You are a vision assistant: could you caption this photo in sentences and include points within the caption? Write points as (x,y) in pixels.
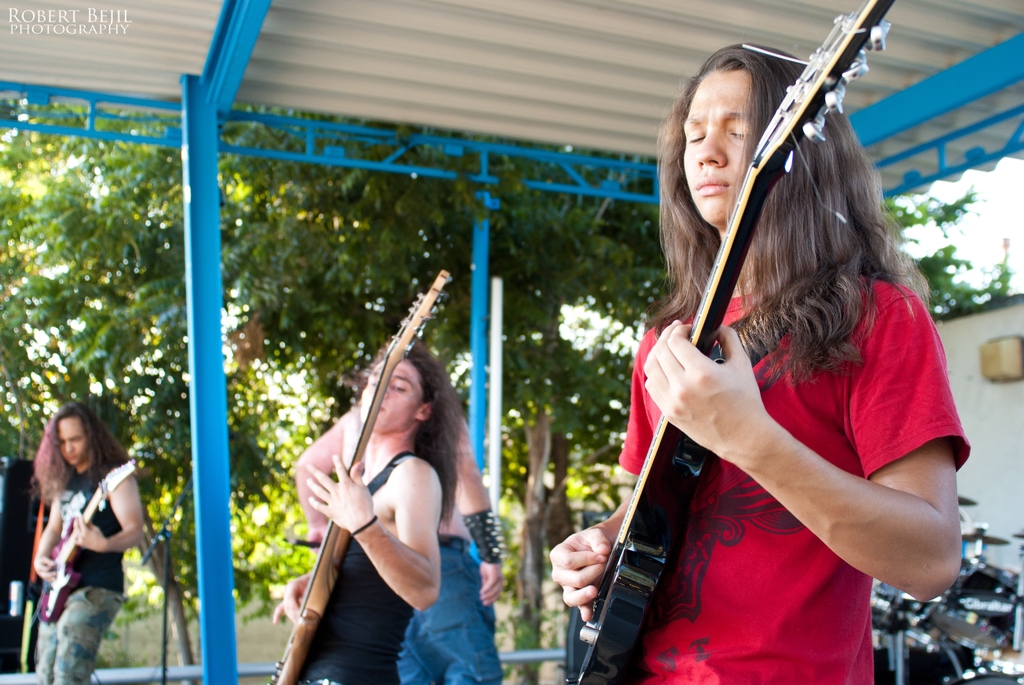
In this image, we can see few people (727,548). Three people (729,441) are playing a guitar (617,548). Background (902,630) we can see a musical instrument (1008,613), pillar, trees (74,370), shed (897,27). Top left corner (61,25), we can see a watermark (80,31) in the image.
